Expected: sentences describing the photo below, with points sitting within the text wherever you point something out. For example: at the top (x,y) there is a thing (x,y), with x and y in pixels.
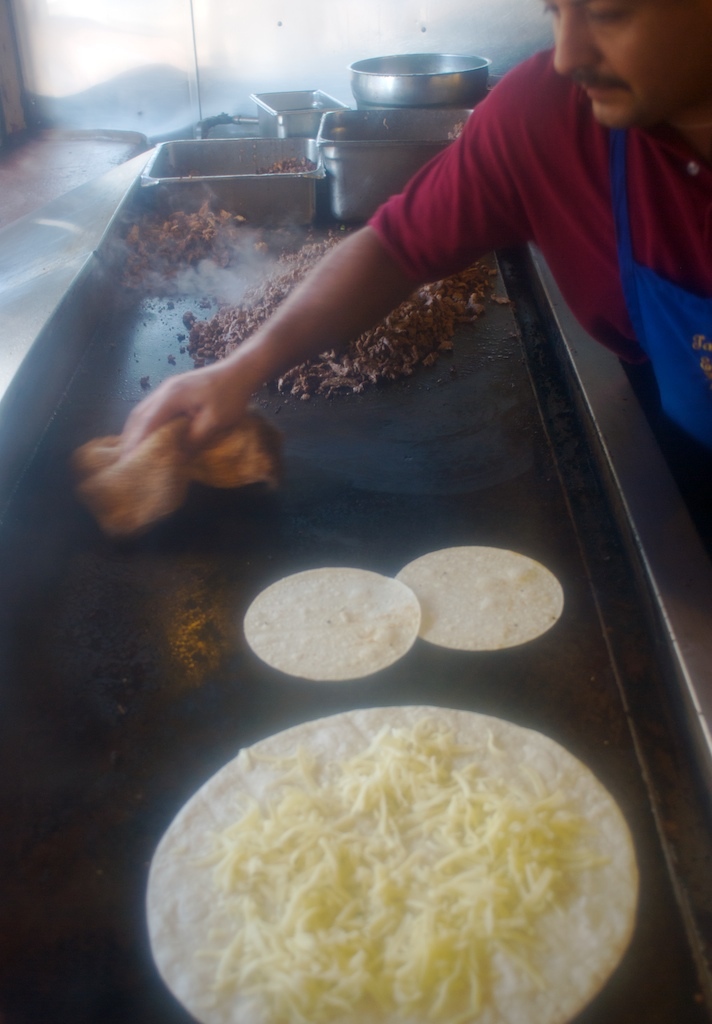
In this picture we can see a person (683,152) holding a cloth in his hand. There is some food (461,628) on a black surface (31,1016). We can see a few kitchen vessels (366,196) and a steel surface (277,26) in the background (158,198).
